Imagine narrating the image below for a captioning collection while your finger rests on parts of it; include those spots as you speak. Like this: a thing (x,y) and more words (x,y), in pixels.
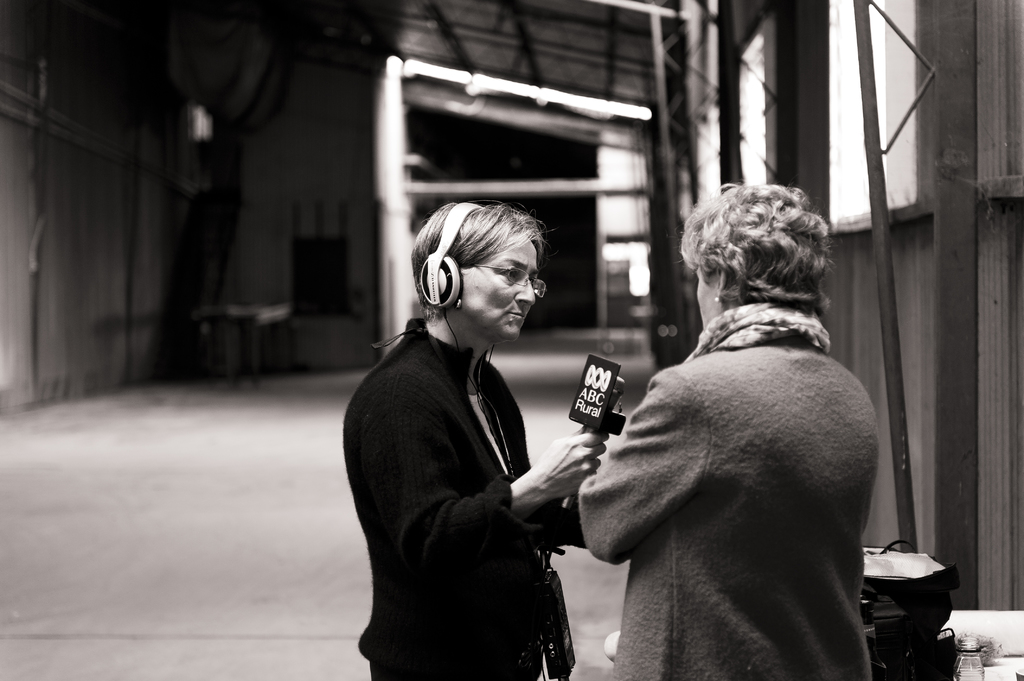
These two persons (465,470) are standing and one is holding microphone (576,404) wear headset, glasses (542,291). We can see bag (912,616) on the table (1019,657). On the background (653,151) we can see wall (905,272), windows (759,144).
